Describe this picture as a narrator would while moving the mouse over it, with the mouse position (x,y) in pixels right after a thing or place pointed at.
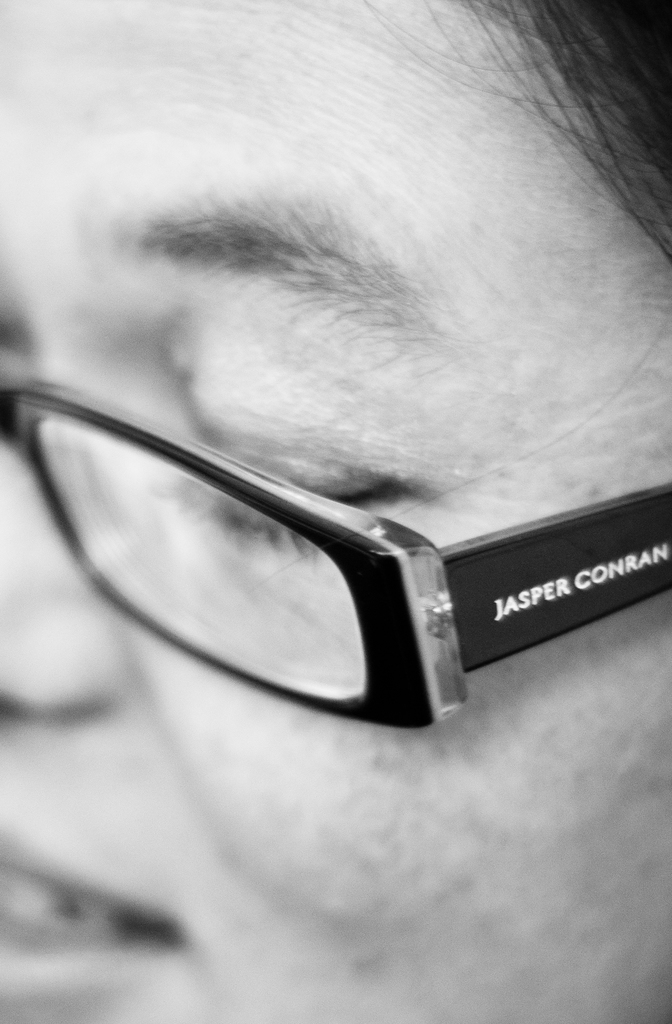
This is a black and white macro image where a person (323,999) is wearing a spectacle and some text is written on it.
